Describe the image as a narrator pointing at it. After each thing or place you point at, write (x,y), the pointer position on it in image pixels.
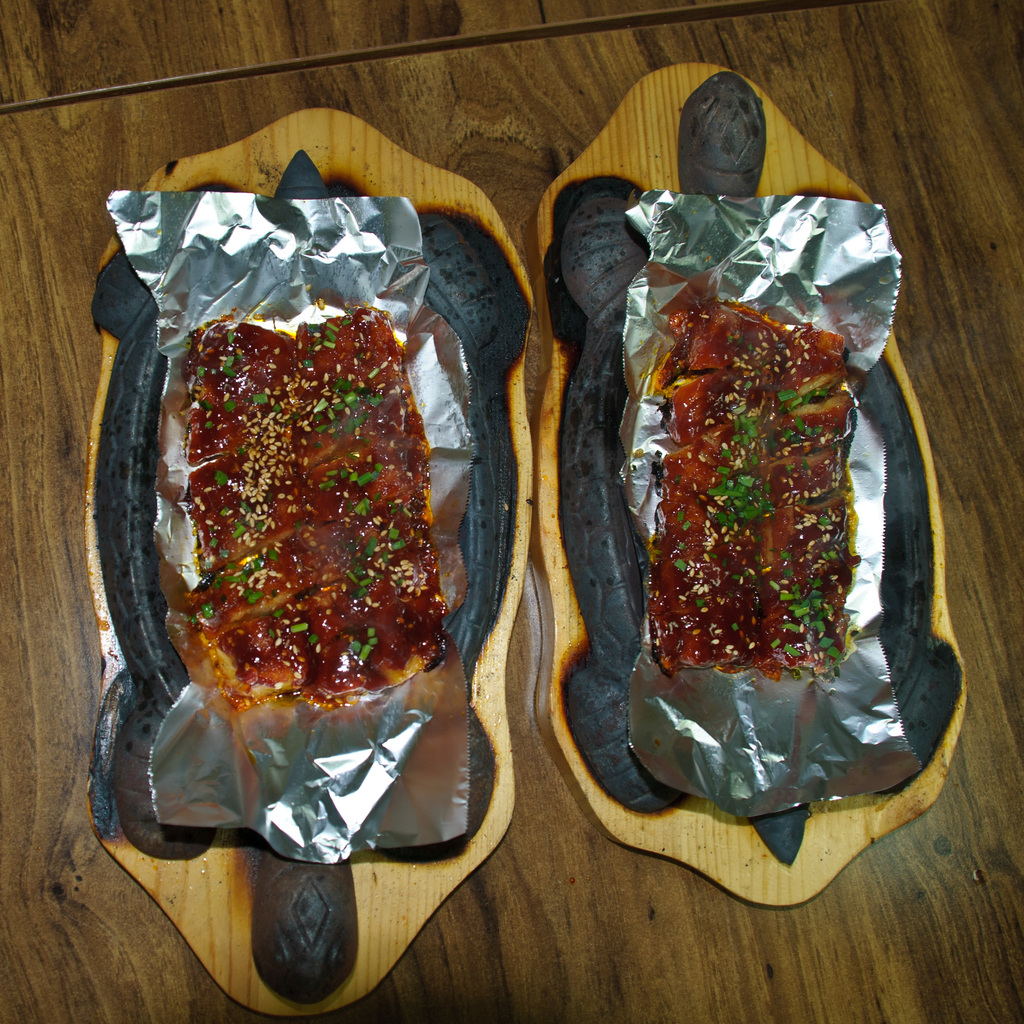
In this image we can see some food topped with some grains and chopped greens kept on aluminium foils (435,683) in plates (473,711) which are placed on the table (123,907).
